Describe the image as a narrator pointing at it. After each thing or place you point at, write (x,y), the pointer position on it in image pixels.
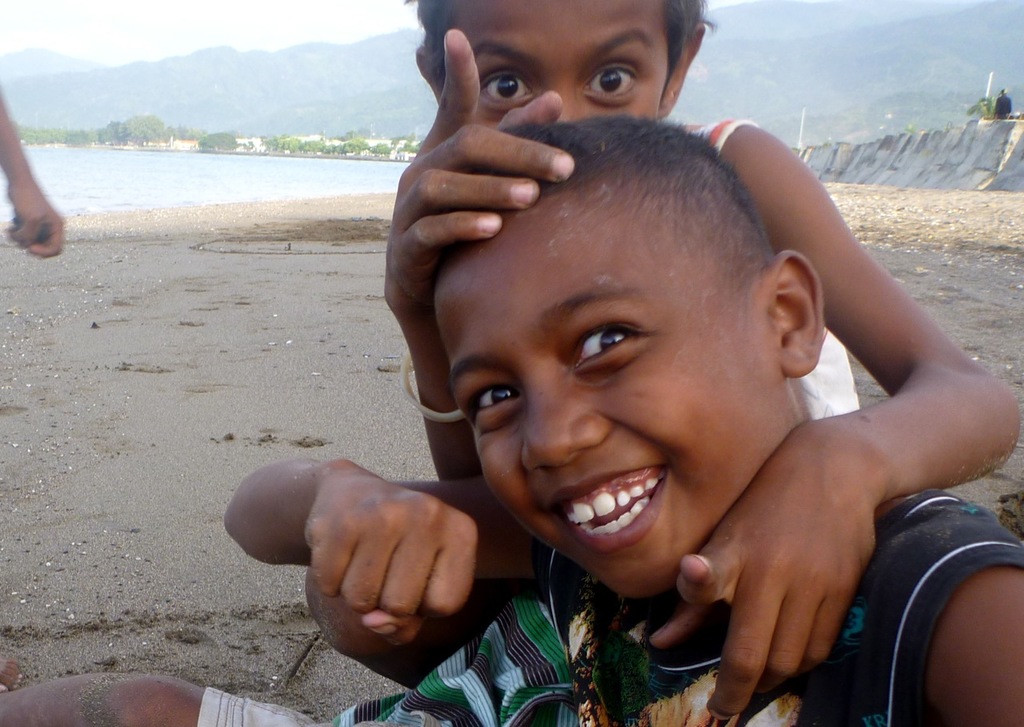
In this image we can see these two children (477,444) are sitting on the sand (211,410). In the background (329,193), we can see water (220,182), wall (984,181), hills (106,121), trees (104,134) and sky (218,45).
